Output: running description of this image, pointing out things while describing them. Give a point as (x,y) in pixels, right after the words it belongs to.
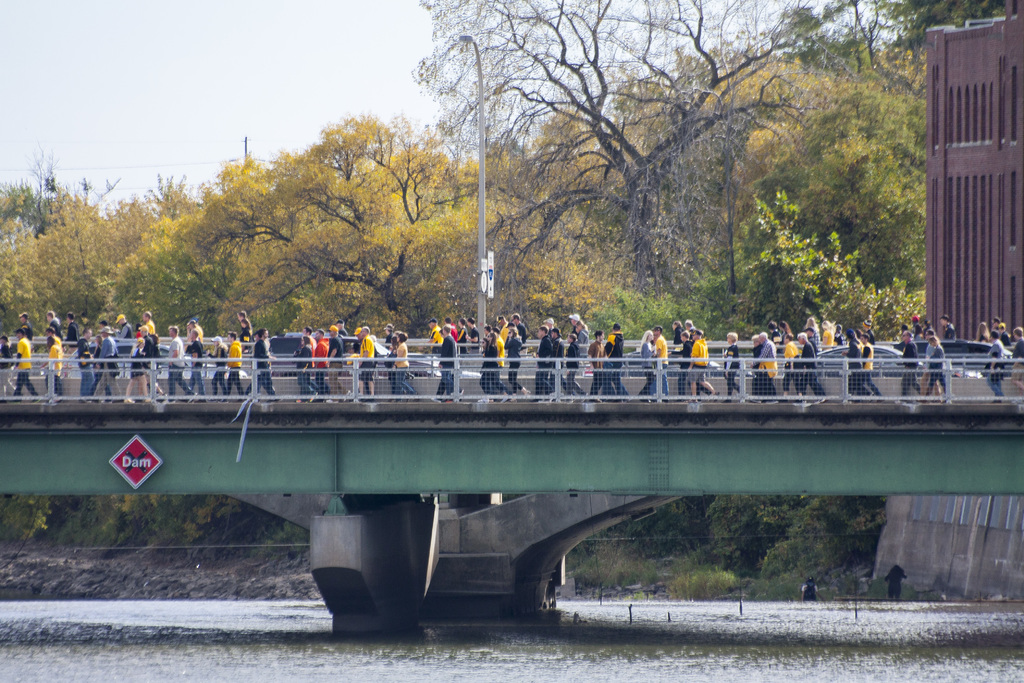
In this image we can see people (807,349) and motor vehicles (821,354) on the bridge (409,421) over the river (663,622). In the background (389,150) there are trees (400,217) and sky (112,147).
